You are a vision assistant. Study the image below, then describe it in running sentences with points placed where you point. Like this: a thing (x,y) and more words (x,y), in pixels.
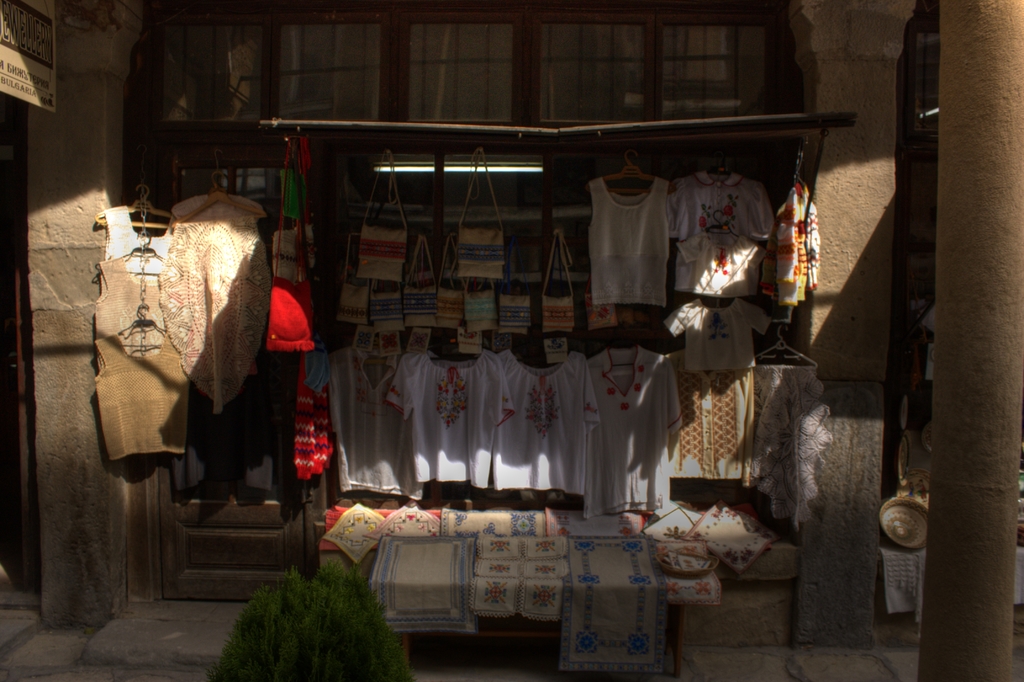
In this image, we can see some clothes (753,406). There is a plant (361,611) at the bottom of the image (371,633). There is a pillar (993,286) on the right side of the image (982,379). There is a light (403,170) in the middle of the image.
